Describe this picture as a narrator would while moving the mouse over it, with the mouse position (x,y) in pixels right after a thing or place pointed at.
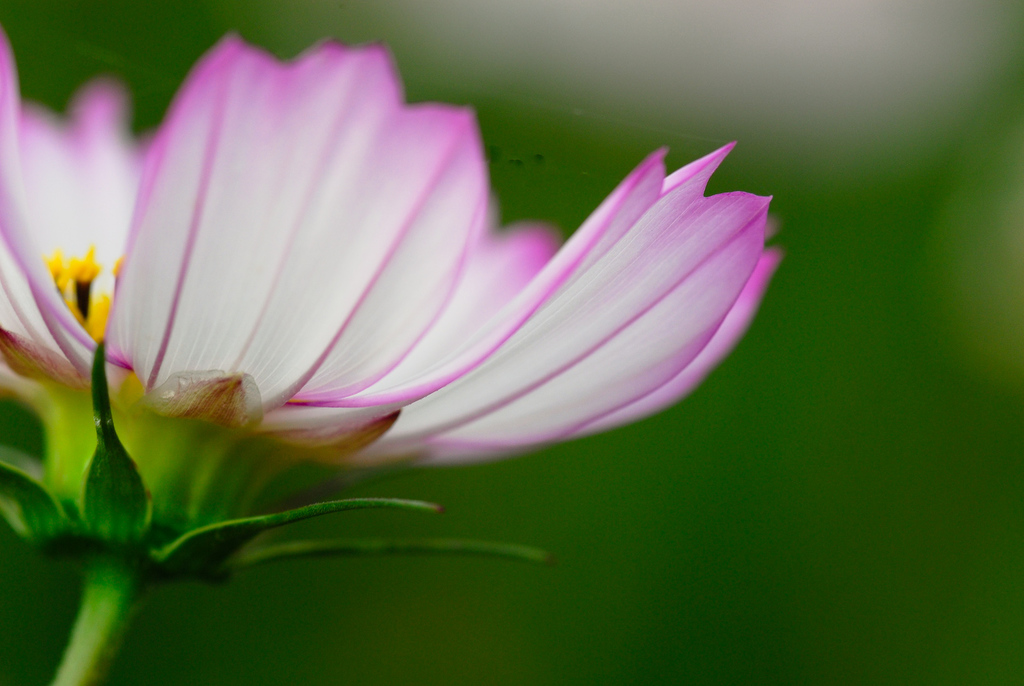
In this image we can see a flower (260,404) which is in a combination of pink and white color.
